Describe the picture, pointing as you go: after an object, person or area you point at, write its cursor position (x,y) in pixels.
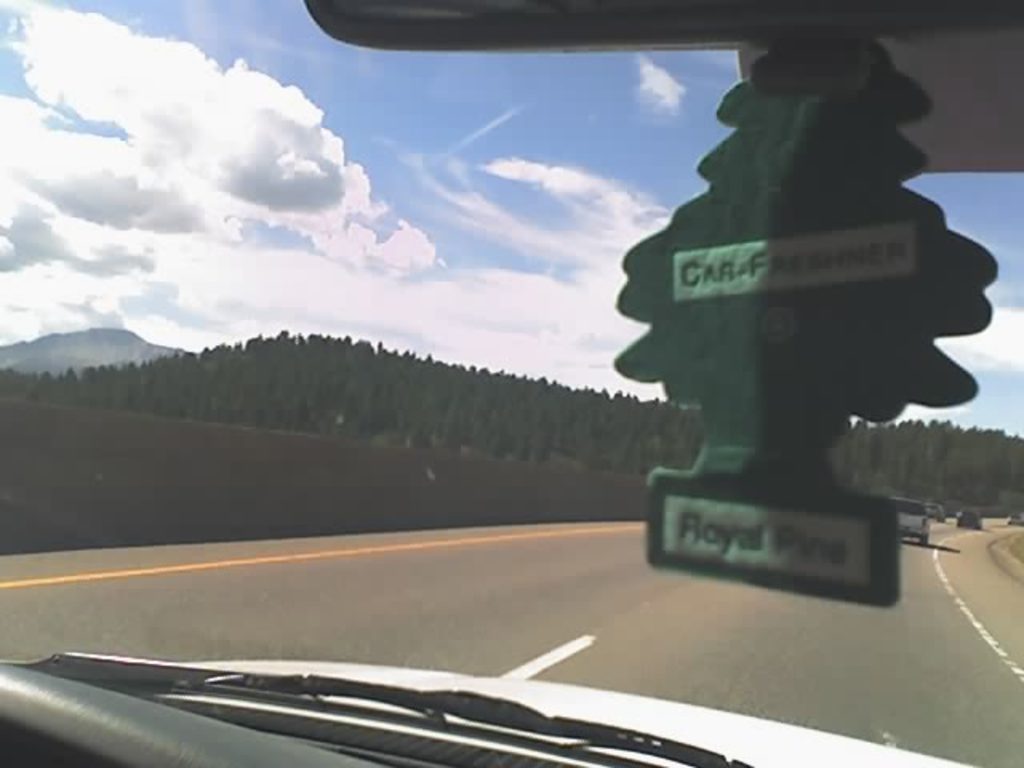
This is an inside view of a car (182,681). Here I can see a glass (353,517) through which we can see the outside view. In the outside there are few cars (927,520) on the road (617,619) and also many trees (316,400). At the top (394,101), I can see the sky (366,111) and clouds (179,144).
